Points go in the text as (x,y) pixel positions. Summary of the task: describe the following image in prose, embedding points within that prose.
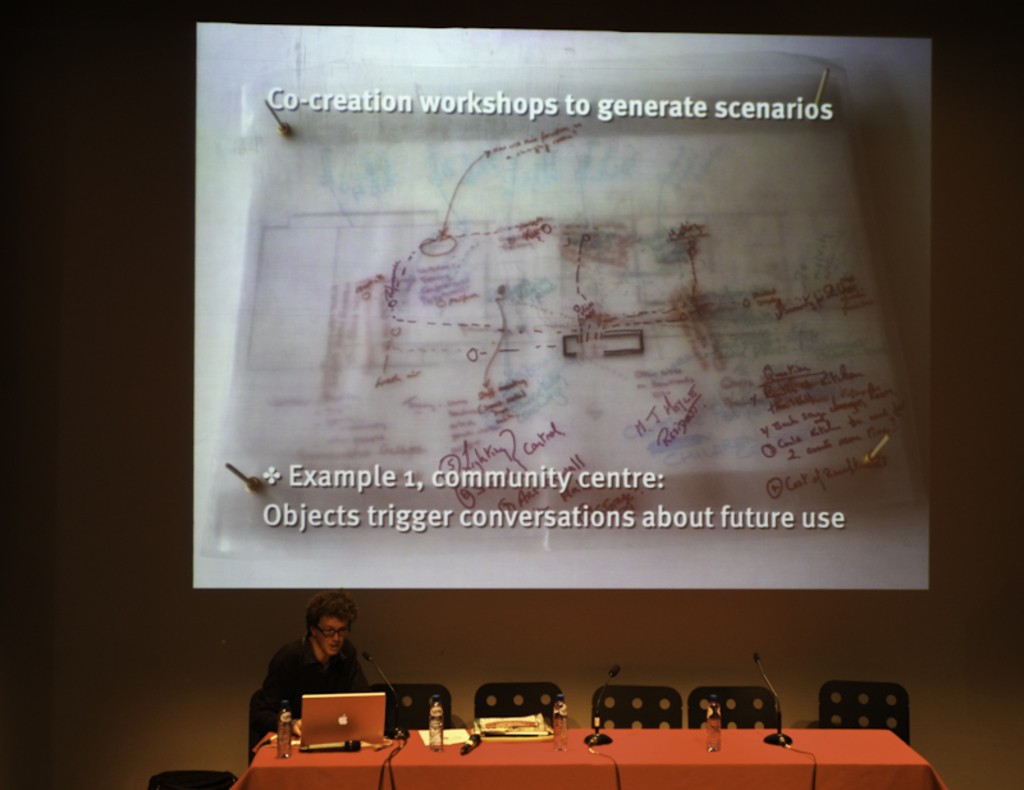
In this picture there is a person (350,630) sitting in chair (254,701) and there is a table (592,778) in front of him which has a laptop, few water bottles (564,728) and mics (475,743) on it and there is a projected image (416,323) in the background (491,301).
